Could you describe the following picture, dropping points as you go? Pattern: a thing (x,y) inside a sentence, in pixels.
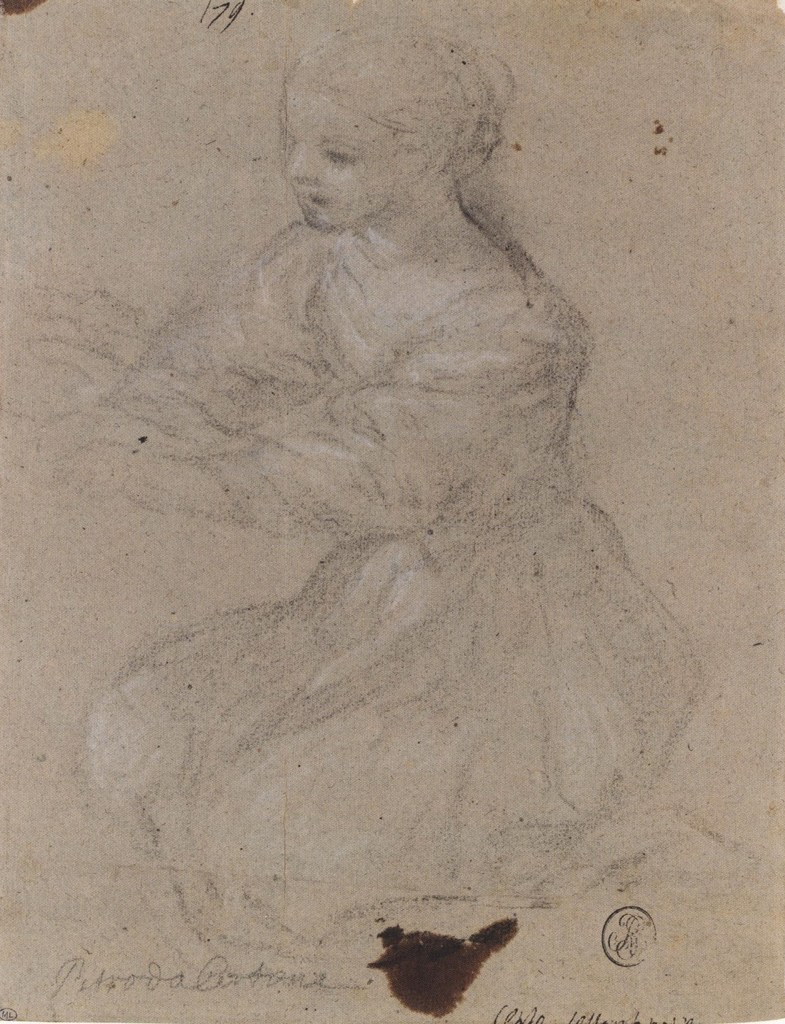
In the center of the image (396,570) we can see one paper (539,532). On the paper (575,534), we can see some drawing (575,534), in which we can see one woman (577,526). And we can see some text (211,984) on the paper (577,864).
